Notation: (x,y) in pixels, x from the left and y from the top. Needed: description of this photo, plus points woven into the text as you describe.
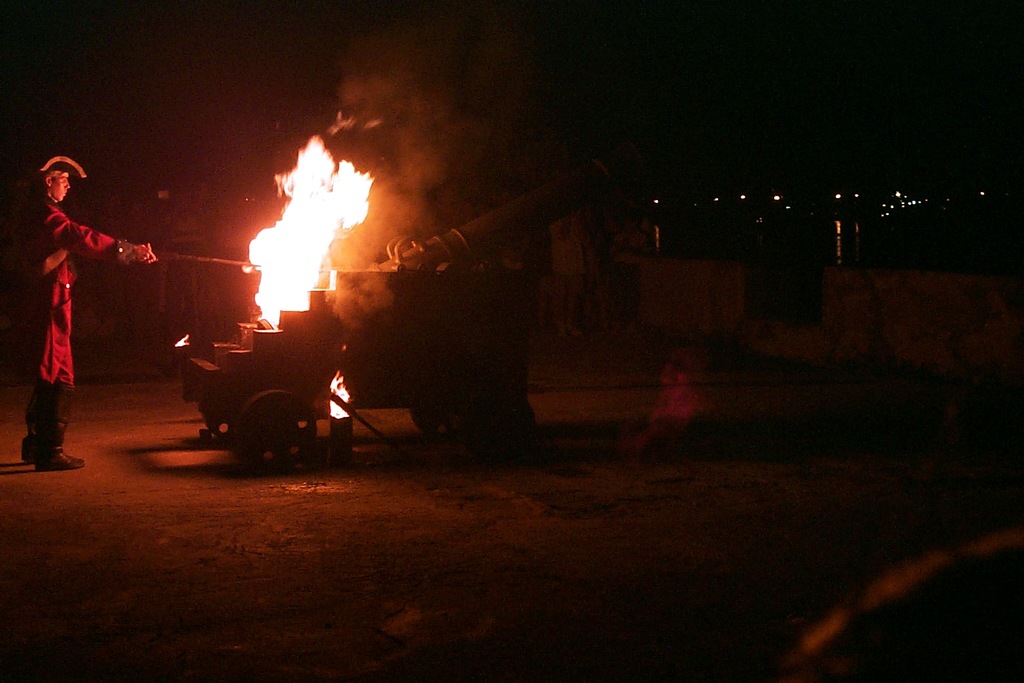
In this image, on the left side (66,194), we can see a man (66,184) wearing a hat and he is also holding a stick (241,264) in his hand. In the middle of the image (438,317), we can see a war weapon (451,289). In the background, we can see few lights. At the top (683,36), we can see black color, at the bottom (202,567), we can see land (202,567).
